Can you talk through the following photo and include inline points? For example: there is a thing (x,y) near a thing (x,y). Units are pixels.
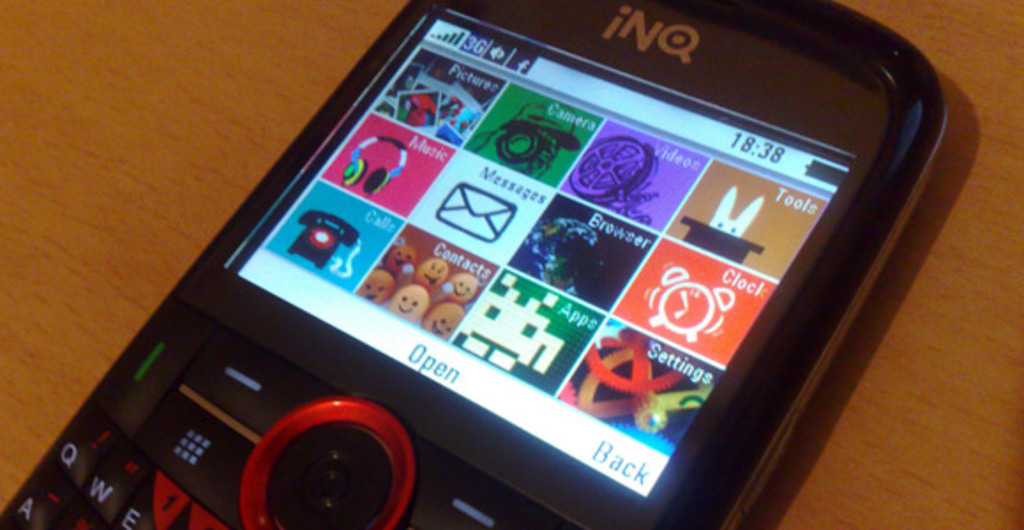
In this image we can see the mobile (367,181) placed on the wooden surface (217,104).
